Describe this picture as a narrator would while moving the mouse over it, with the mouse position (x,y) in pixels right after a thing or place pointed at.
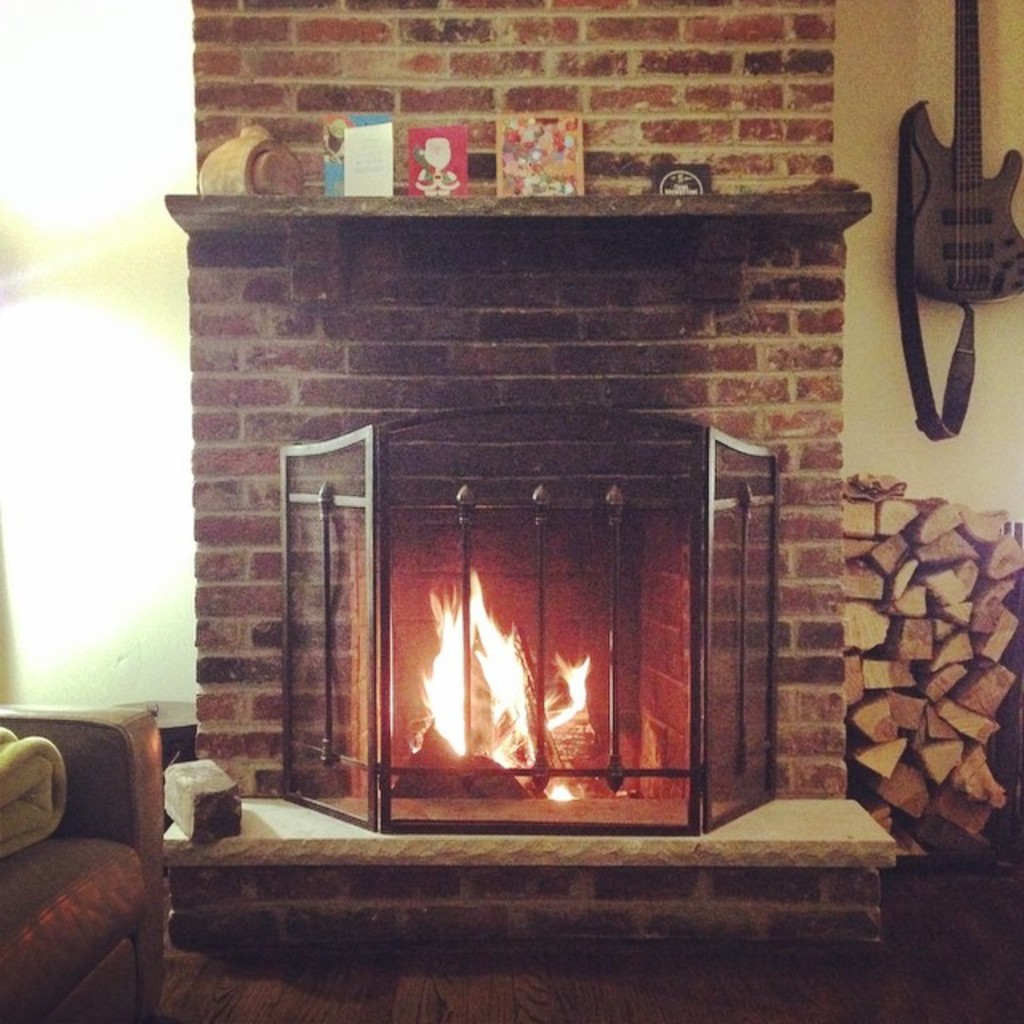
In the center of the image (617,500) we can see the fireplace (499,702). We can also see the frames (533,147) and cards (334,146) on the counter (742,199). Image also consists of a sofa (106,825). On the right (943,206) we can see a guitar (977,218) and also some wooden sticks (915,634) on the floor (897,952).
